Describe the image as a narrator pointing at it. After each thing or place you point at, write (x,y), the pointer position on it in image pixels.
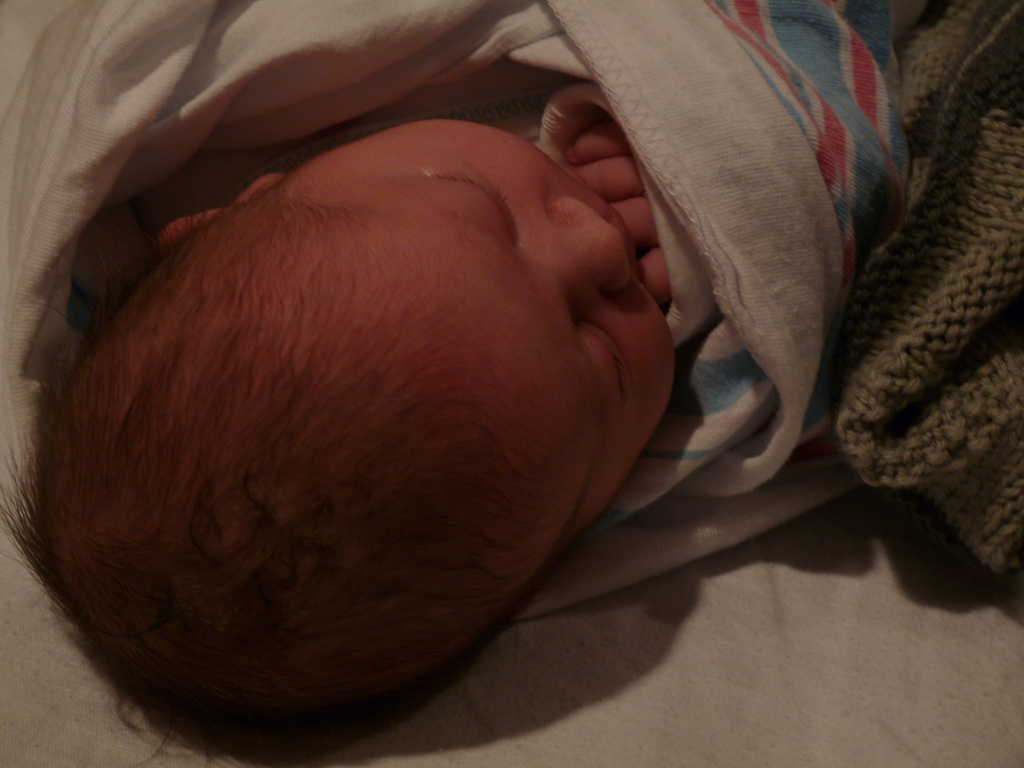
Here we can see a kid (368,298) is rolled in a cloth (271,3) and lying on a cloth (852,741). On the right (961,20) there is another cloth (964,255).
